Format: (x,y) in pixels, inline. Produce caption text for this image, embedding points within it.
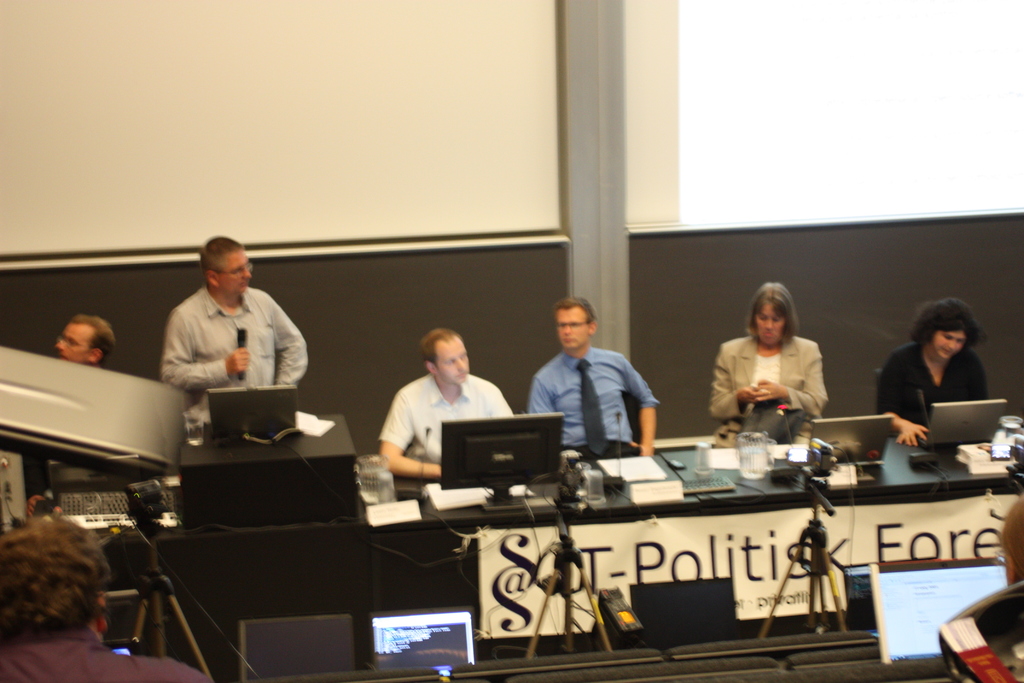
In this image we can see the people (648,389) sitting on the chairs (814,636) in front of the table (695,475) and on the table (325,467) we can see the monitor (499,459), laptops (986,420), glasses (1017,418), papers (661,473) and also some other objects (653,493). We can also see the cameras (561,488) with stands (814,482). In the background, we can see the wall (406,297).
